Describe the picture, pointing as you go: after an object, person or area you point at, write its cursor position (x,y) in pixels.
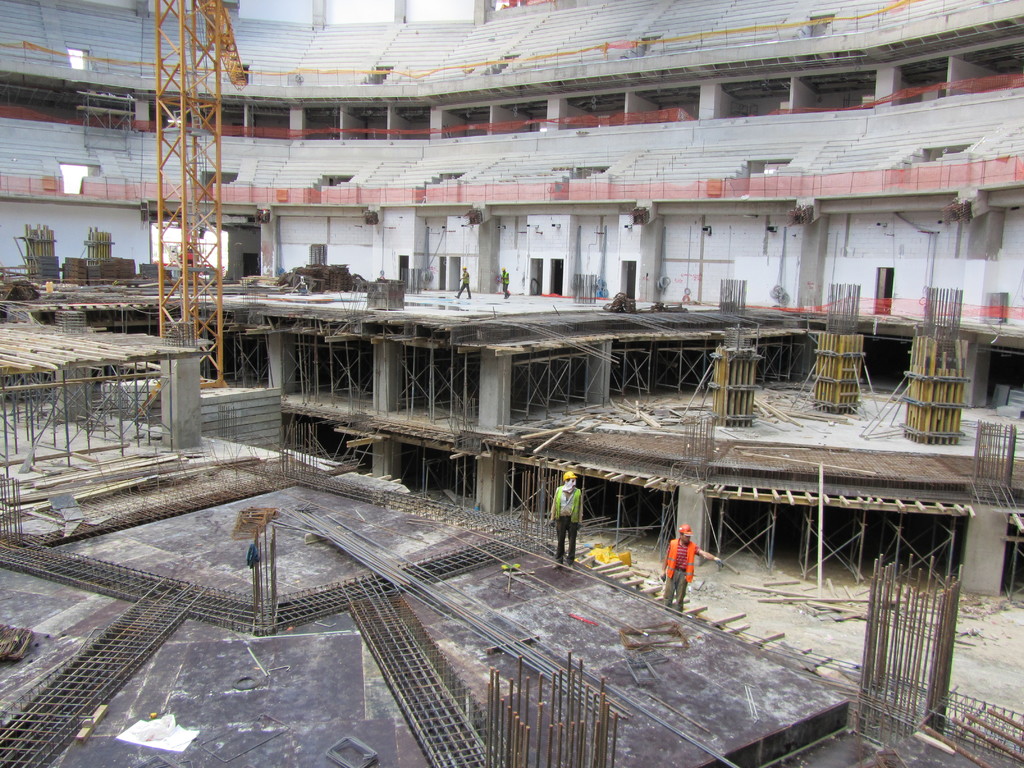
In this image we can see construction of buildings (281,446). There are iron rods (273,614), bricks (452,229), pillars (504,373). Also there are two persons (567,513) standing. They are wearing helmets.
